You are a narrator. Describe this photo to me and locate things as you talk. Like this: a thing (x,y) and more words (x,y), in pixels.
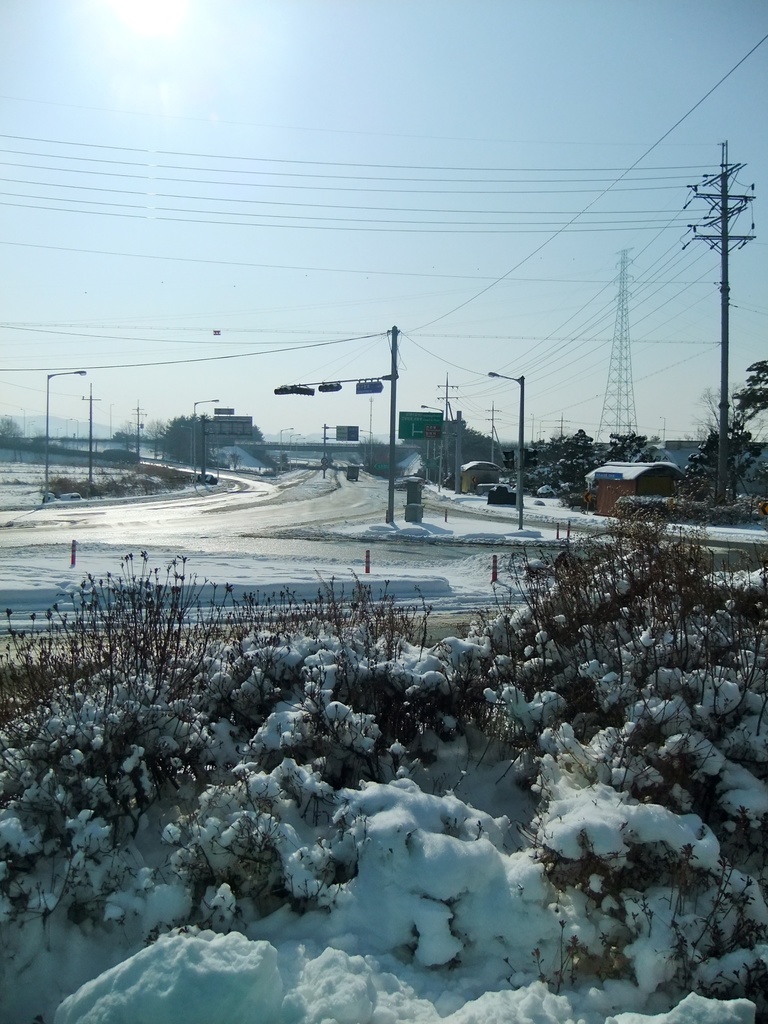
In this picture in the front (191,789) there are plants (169,758) and on the plants (411,777) there is snow (388,828). In the background (619,494) there are trees (570,451), poles (196,443) and there are wires (323,345) and there is a tower (628,362) and there is a house (611,488).
